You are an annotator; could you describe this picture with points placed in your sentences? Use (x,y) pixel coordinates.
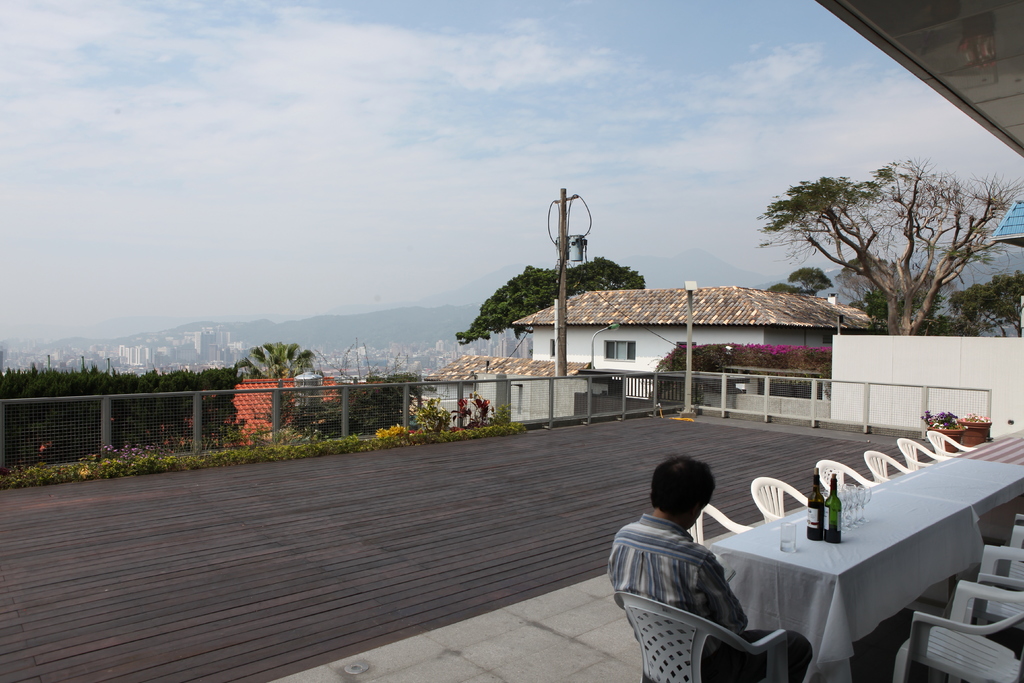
This is picture taken in the outdoor, the man (656,569) is sitting in the white chair (671,642) and the table (866,587) is covered with a white cloth (855,542) on top of the table (855,542) there is a two wine bottle (833,509) and the wine glass (858,496). This is a wooden floor (350,524) on the wooden floor (279,480) there are the plants (281,440). On the wooden floor (372,457) can see the top view of the city (308,349). This is a electrical pole (560,317). This is a sky (259,90) with clouds (220,100).
